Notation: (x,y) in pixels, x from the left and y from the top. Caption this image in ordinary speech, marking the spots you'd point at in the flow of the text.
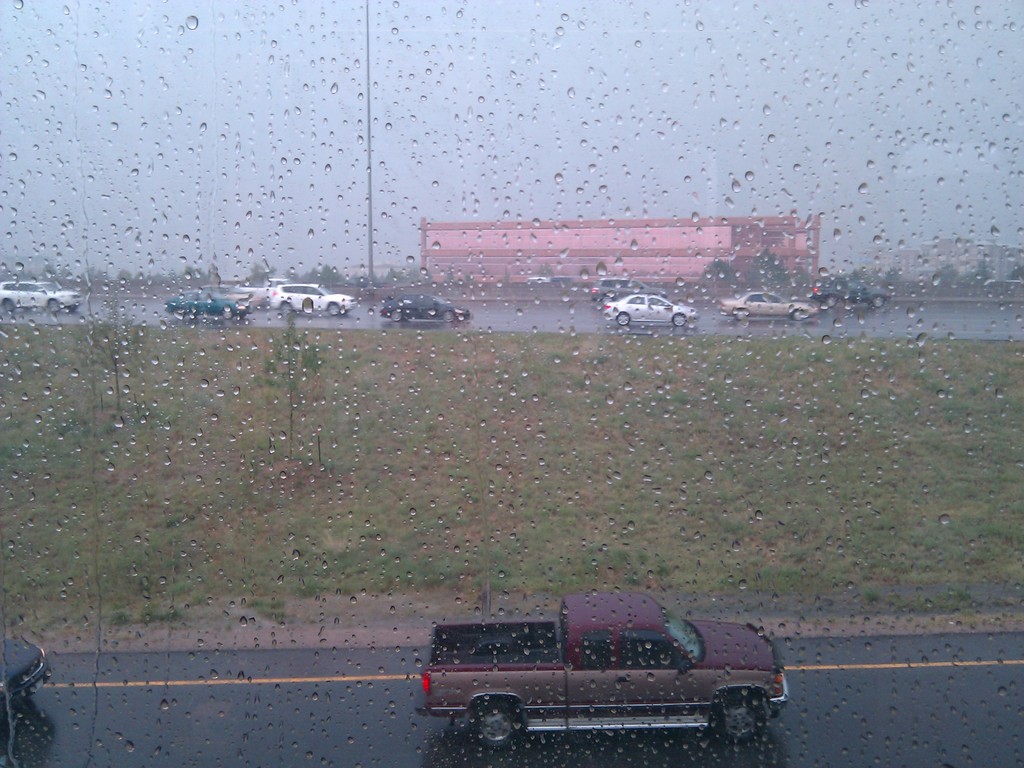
In this image in the front (463,410) there is a glass (631,414) with water drops (516,381) on it. Behind the glass (393,400) there are cars (284,294) on the road (588,319) and there are trees (939,278) and buildings (793,260).
